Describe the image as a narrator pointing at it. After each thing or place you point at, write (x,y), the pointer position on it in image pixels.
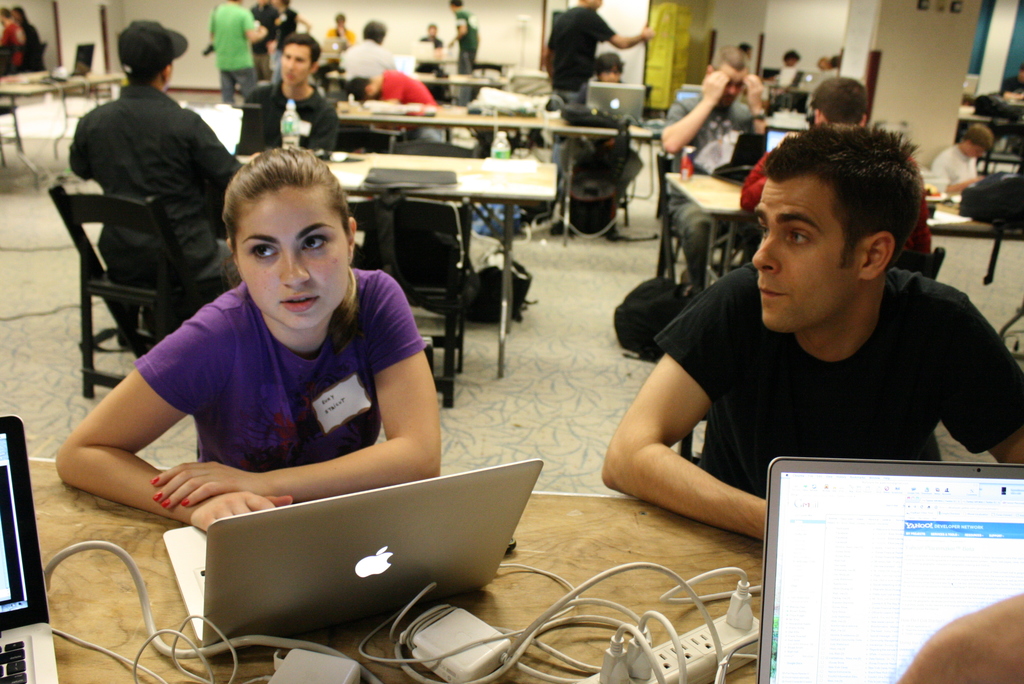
In this image few persons (274,192) are sitting on the chairs (677,243). Before them there are tables (556,596). Left side (304,438) there is a woman (308,420) sitting behind the table (484,590). On the table (111,616) there are few laptops (357,565) and plug boards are on it. Beside the woman (261,226) there is a person (877,353) wearing a black T-shirt (871,389) is sitting on the chair (689,453). Few persons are standing on the floor (577,327). Background (450,14) there are doors (67,54) to the wall (110,45).
